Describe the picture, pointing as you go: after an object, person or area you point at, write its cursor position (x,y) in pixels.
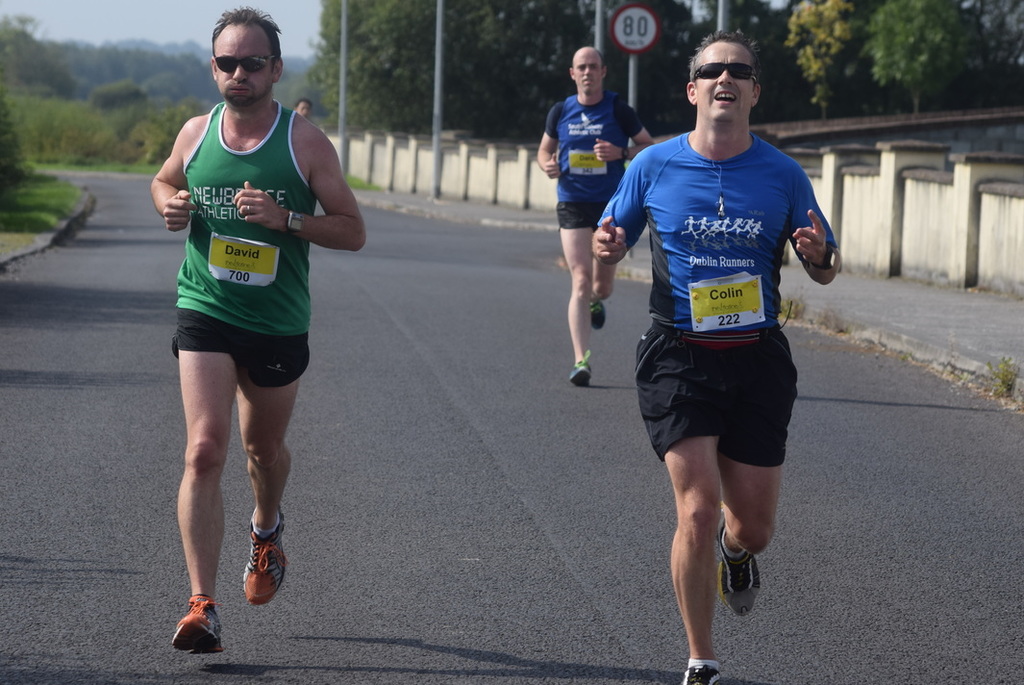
In this image, we can see people (616,203) running on the road (456,374) and in the background (550,77), there are poles (601,44), trees (433,31) and there is a board (635,33) and we can see fence (906,190) and a shed (937,131).
